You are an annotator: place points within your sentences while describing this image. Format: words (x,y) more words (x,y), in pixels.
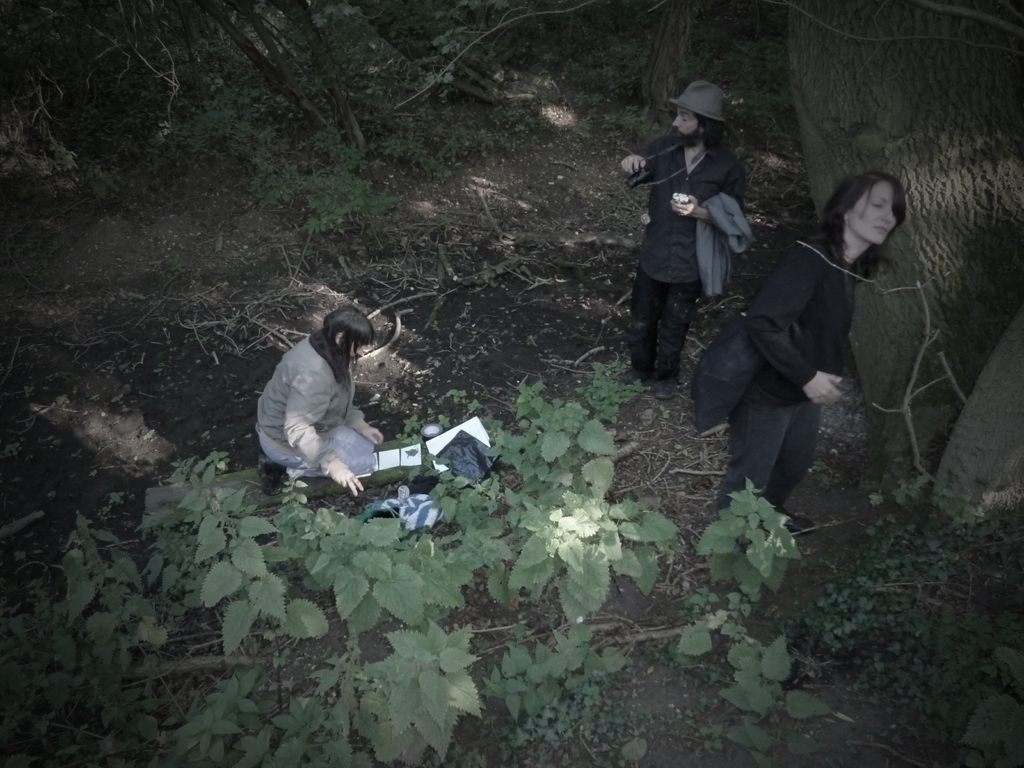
In this image, we can see three persons (677,217). At the bottom of the image (672,535), we can see plants (649,546) and some objects (372,512). On the right side of the image (784,383), we can see tree trunks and woman (859,201) wearing a bag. A man (703,212) holding a camera (630,175) and few objects (716,224). At the top of the image (105,160), there are few plants (88,176).
